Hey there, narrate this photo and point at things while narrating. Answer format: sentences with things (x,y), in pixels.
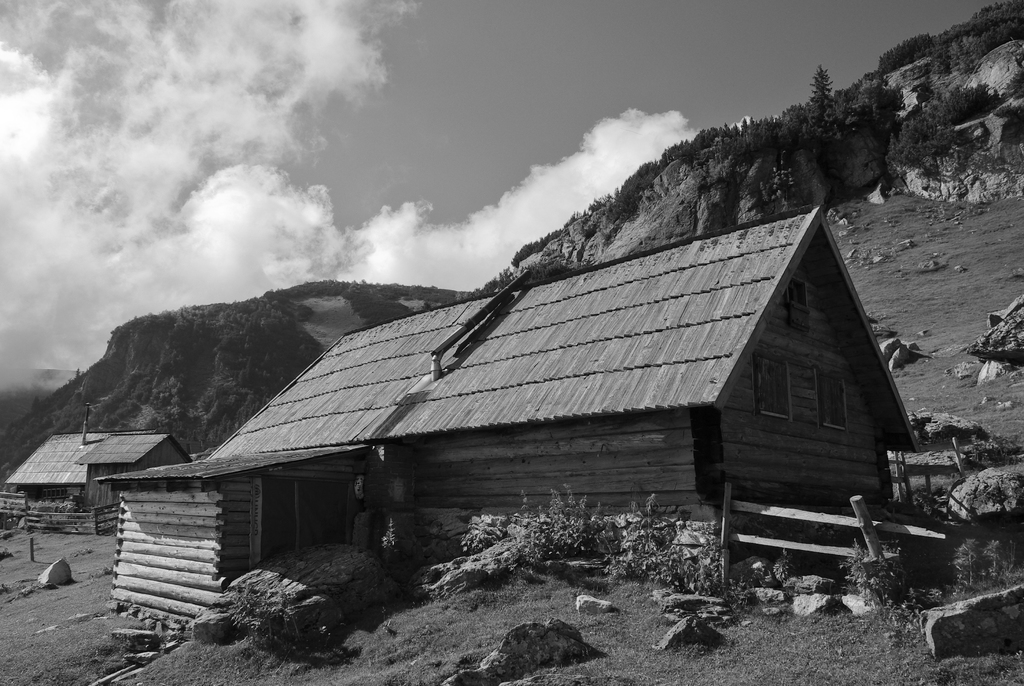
In this picture we can see sheds (607,506) and plants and in the background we can see trees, rocks (935,197) and the sky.
